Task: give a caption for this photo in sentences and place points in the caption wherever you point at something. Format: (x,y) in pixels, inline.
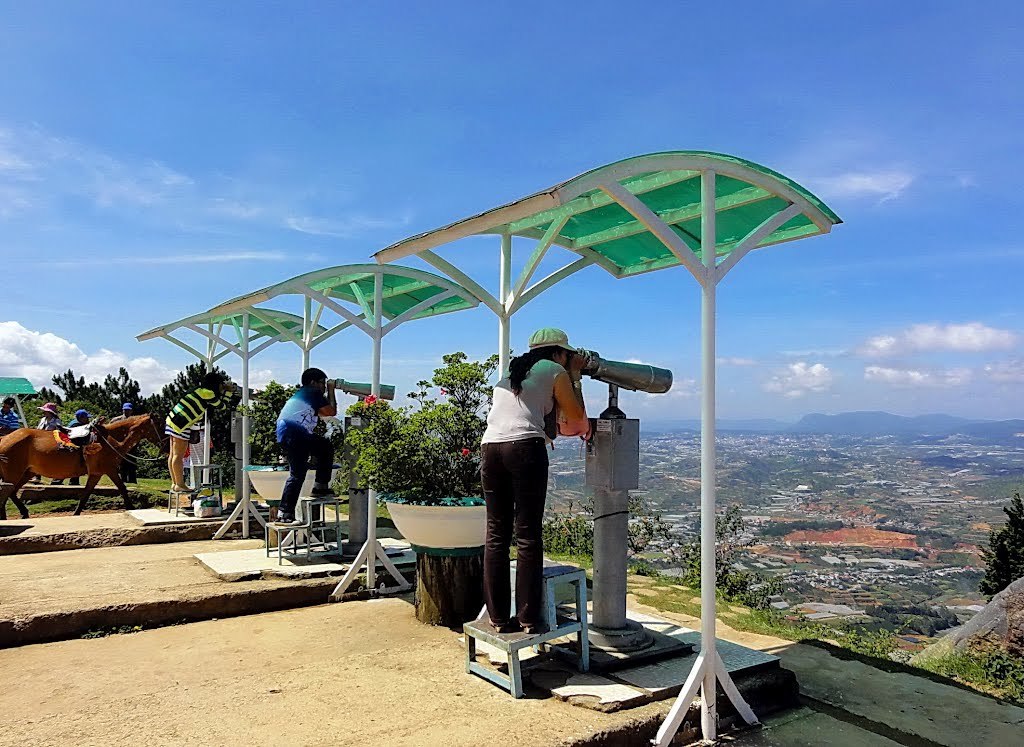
In the center of the image (405,482) we can see three persons (484,570) are standing on table (513,635) and seeing through binoculars (356,498) and also we can see pots (459,513), plants (440,462), shed (507,273), rods (502,264). On the right side of the image (839,529) this is an aerial view. We can see buildings (830,488), trees (552,529), mountains (840,424). On the left side of the image (2,416) we can see some persons (2,416) wearing hat (83,416) and horse (61,455), shed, trees (173,402). At the bottom of the image (256,696) we can see the floor (293,682). At the top of the image (343,108) we can see clouds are present in the sky (496,242).
